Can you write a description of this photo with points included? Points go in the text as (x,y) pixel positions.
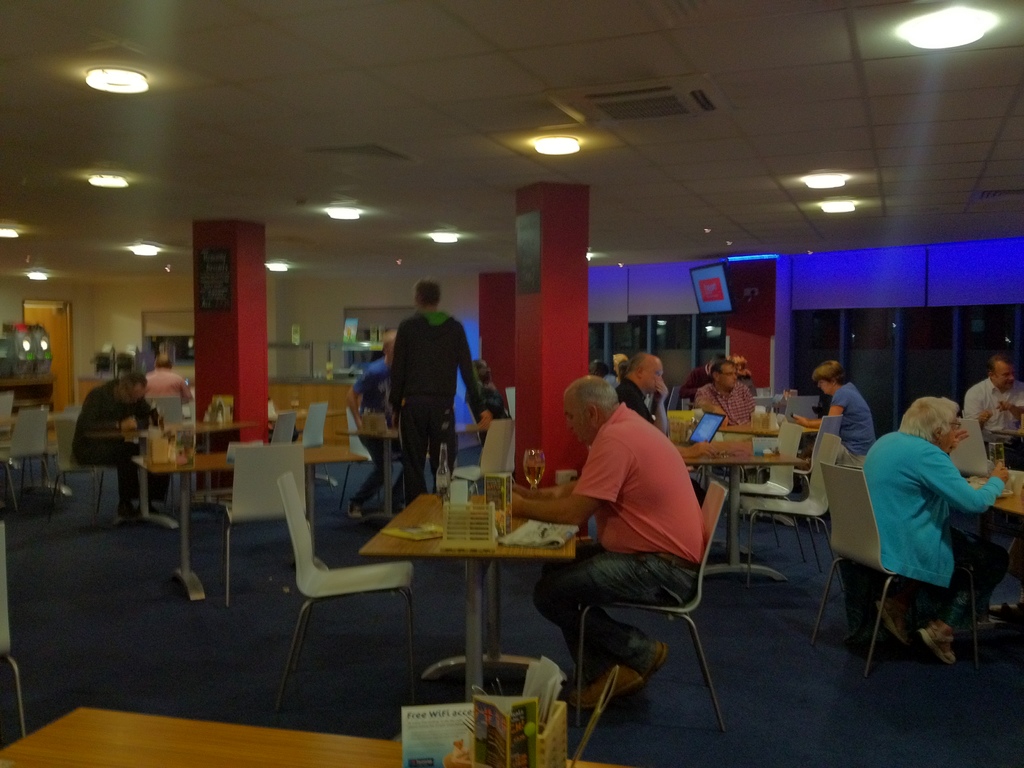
In the picture we can find tables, chairs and some people (637,406) sitting on it. We can also find pillars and it is in red in color. And ceiling (487,193) is filled with lights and the floor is in blue in color. And we can see a person (624,497) who is sitting first is having a food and is wearing a orange color T-shirt (609,447) and next to him there is one more person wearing a blue shirt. In the background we can see glass walls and blue lights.
